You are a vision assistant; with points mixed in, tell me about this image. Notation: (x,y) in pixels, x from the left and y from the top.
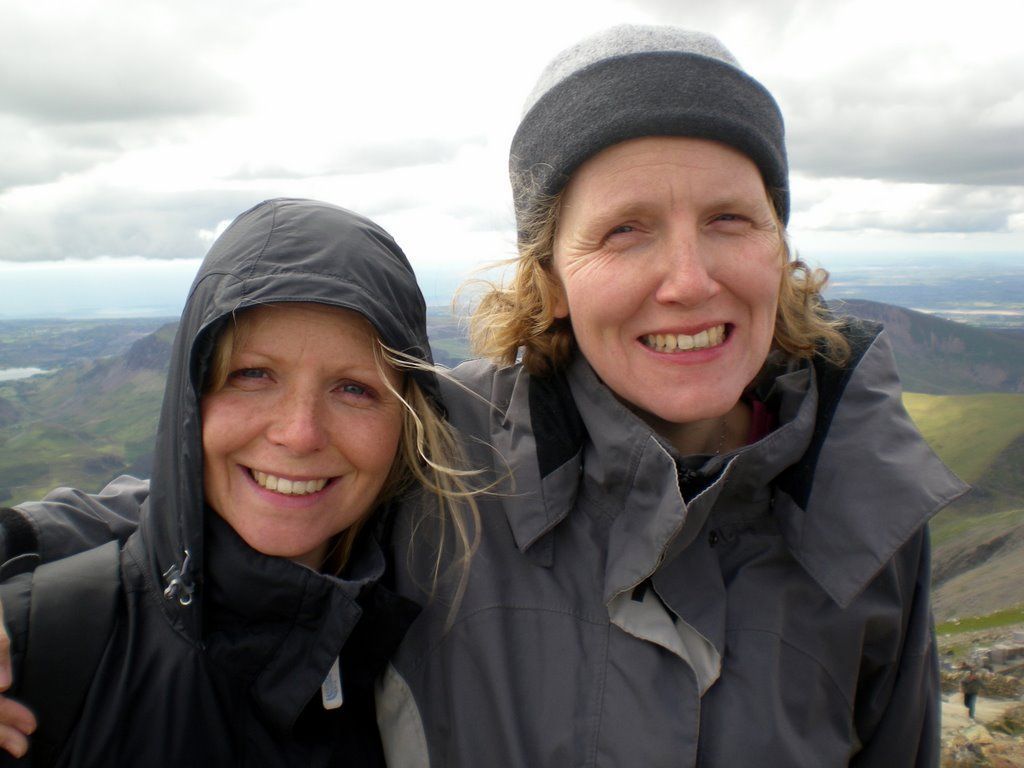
This picture is clicked outside. In the foreground (433,584) we can see the two persons (666,551) wearing jackets (586,499), smiling and standing. In the background (835,242) we can see the sky (451,129) which is full of clouds (687,9) and we can see the hills (968,368), green grass (968,400) and some other objects (15,372).
